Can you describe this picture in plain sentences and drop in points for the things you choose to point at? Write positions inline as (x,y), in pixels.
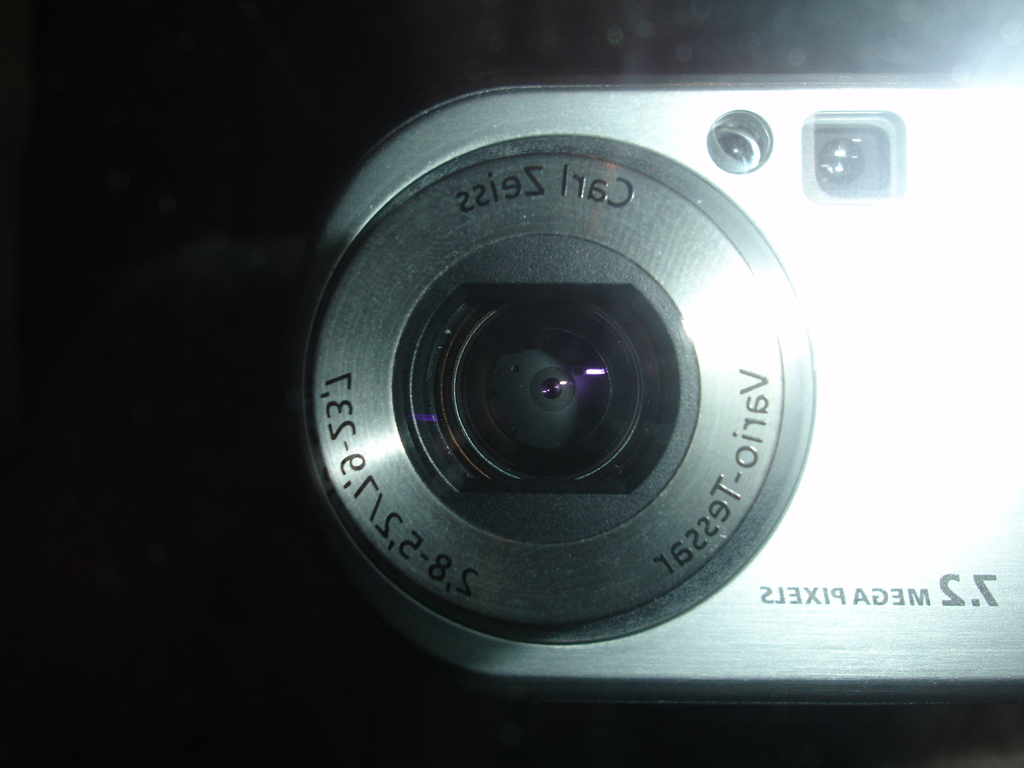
In this picture we can see a camera (812,553) and in the background (219,549) we can see it is dark.
